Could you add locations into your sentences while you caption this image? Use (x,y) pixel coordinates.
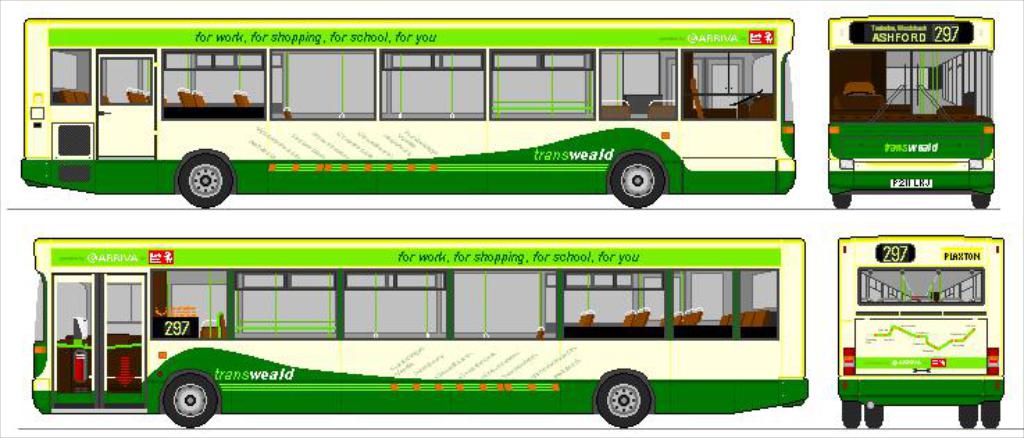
In the picture I can see the green colored buses (668,168).
